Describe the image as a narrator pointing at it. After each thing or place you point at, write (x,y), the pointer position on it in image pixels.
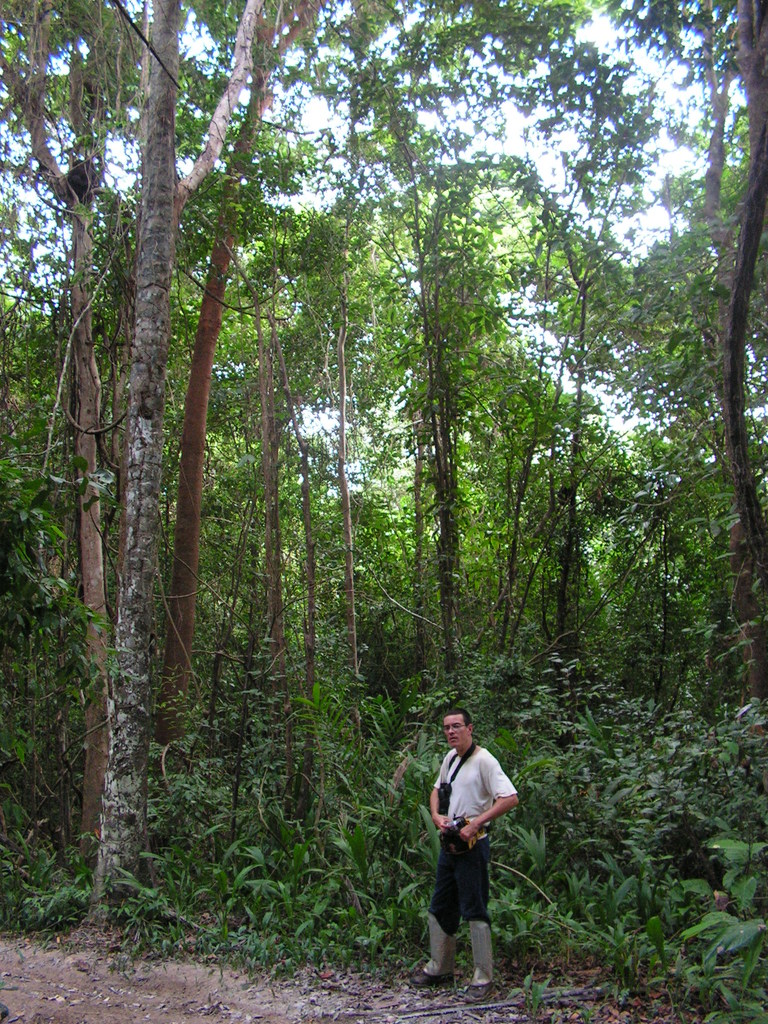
In this image we can see one man (467,846) wearing one black object (467,752) looks like a camera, standing and holding an object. There is one object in the tree (51,156), one object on the bottom left side of the image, one object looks like a wooden stick (430,1014) on the ground (141,1002) near the man (472,941), some dried leaves (465,1018), some trees (86,215), plants (651,986) and bushes (481,744) on the ground (347,1007). At the top (686,156) there is the sky (96,204).
